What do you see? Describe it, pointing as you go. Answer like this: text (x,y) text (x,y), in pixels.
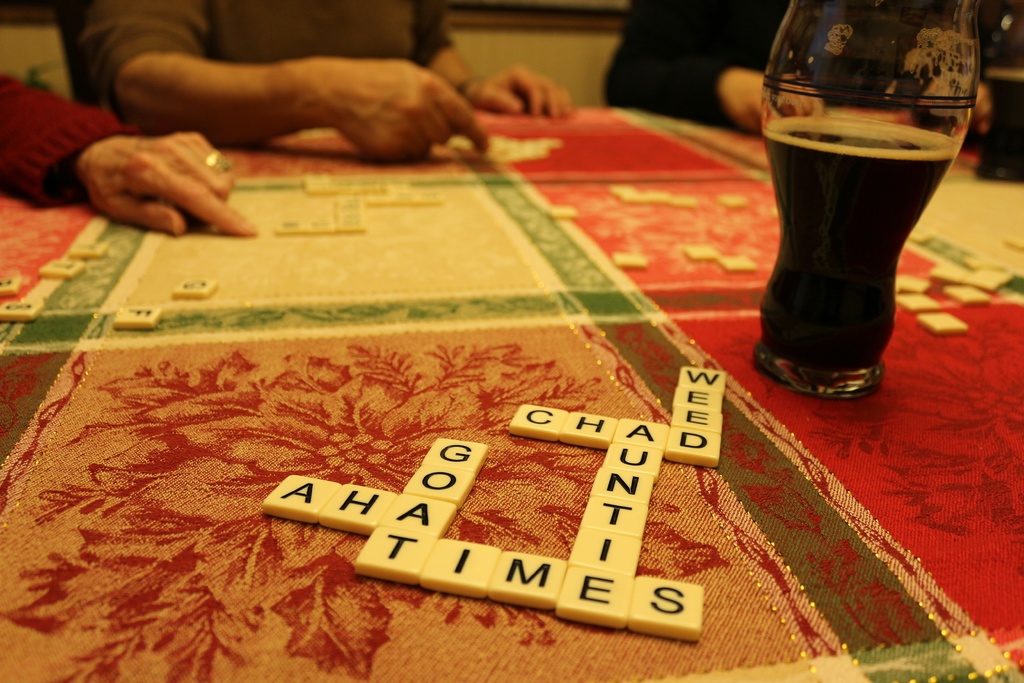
It is an image, there is a table (566,415), on the table (510,371) there are few names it looks like a puzzle (518,410), beside that there is a glass (829,236), there is a carpet (439,272) on the table (304,298) there are some people (325,45) sitting around the table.
